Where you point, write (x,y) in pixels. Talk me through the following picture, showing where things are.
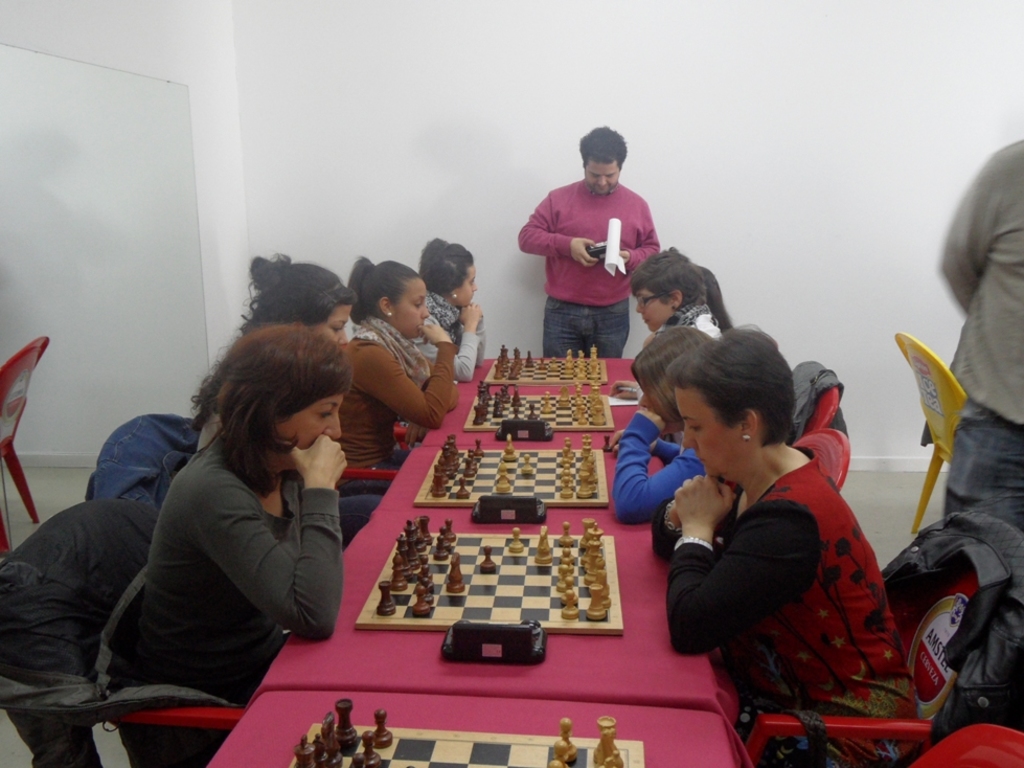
In this image there are group of persons (409,395) who are playing chess (519,470) and at the background of the image (601,301) there is a person (566,278) standing.
